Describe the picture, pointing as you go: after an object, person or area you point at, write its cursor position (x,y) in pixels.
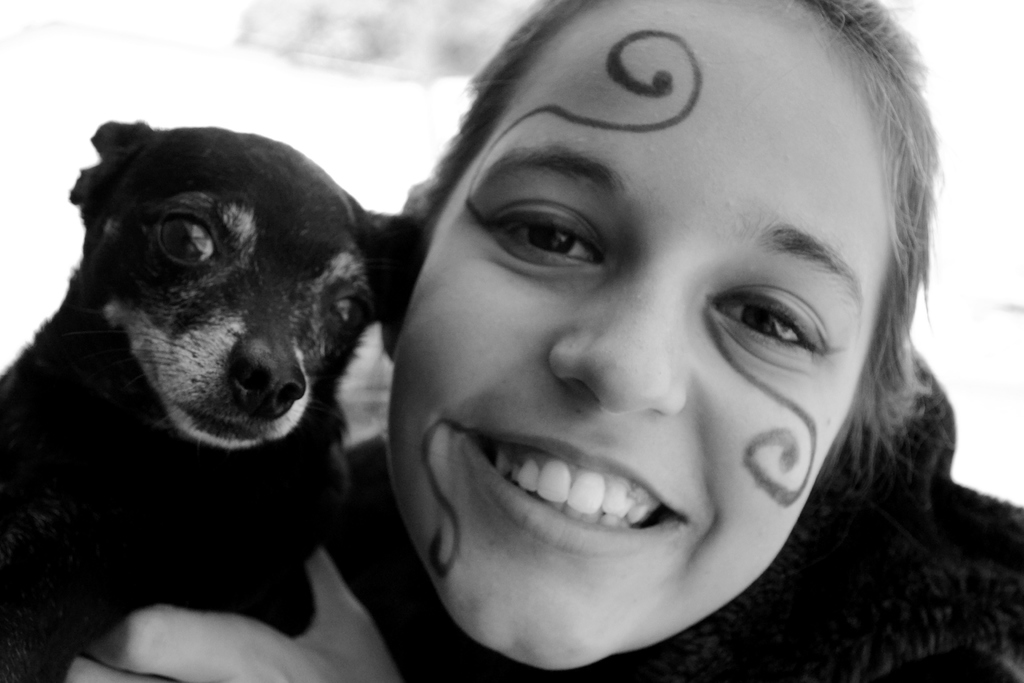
As we can see in the image there is a woman (641,328) holding black color dog (148,391).
